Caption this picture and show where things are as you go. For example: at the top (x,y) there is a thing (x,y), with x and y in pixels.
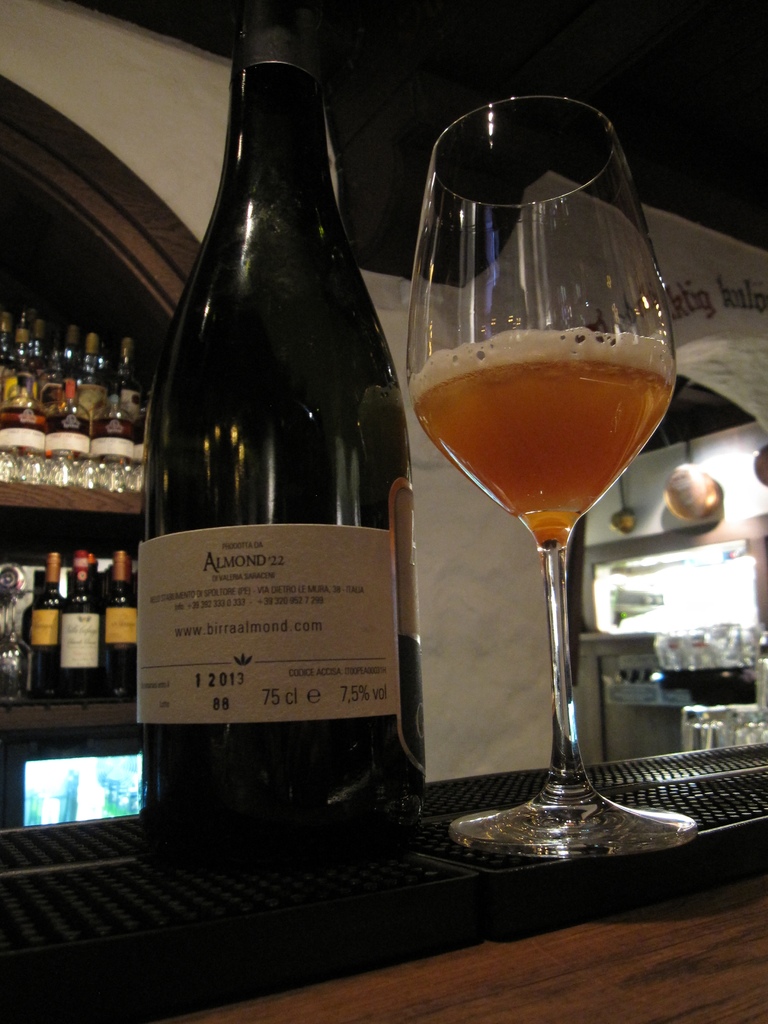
In this picture, here we can see an alcohol bottle (301,590), beside we have a glass (620,260) in which alcohol (555,511) is present. These are placed on a table (605,927). On the alcohol bottle (303,632) we can see the label (186,643). In the background (88,451) we can see a shelf (67,442) in which so many alcohol bottles (82,632) are present. It looks like a bar (60,390).
